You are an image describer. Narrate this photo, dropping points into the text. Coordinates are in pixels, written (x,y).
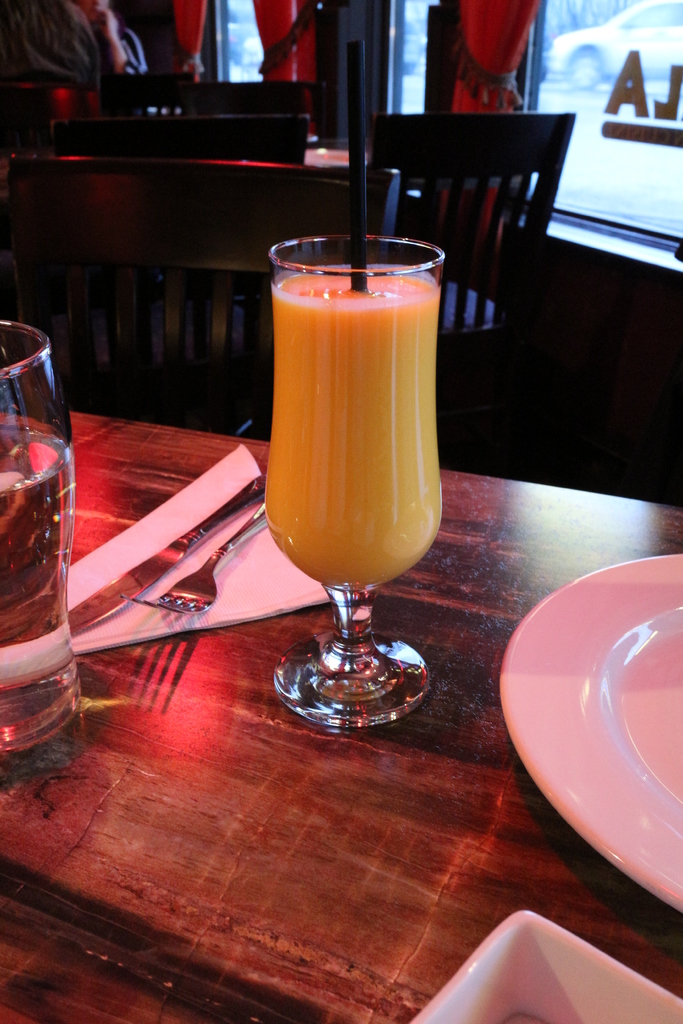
In this picture we can see couple of glasses (5,472), plate (510,689), fork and knife (149,577) on the table (359,768), in the background (148,303) we can find couple of chairs (459,200) and curtains (302,53), and also we can see a car (638,37).
